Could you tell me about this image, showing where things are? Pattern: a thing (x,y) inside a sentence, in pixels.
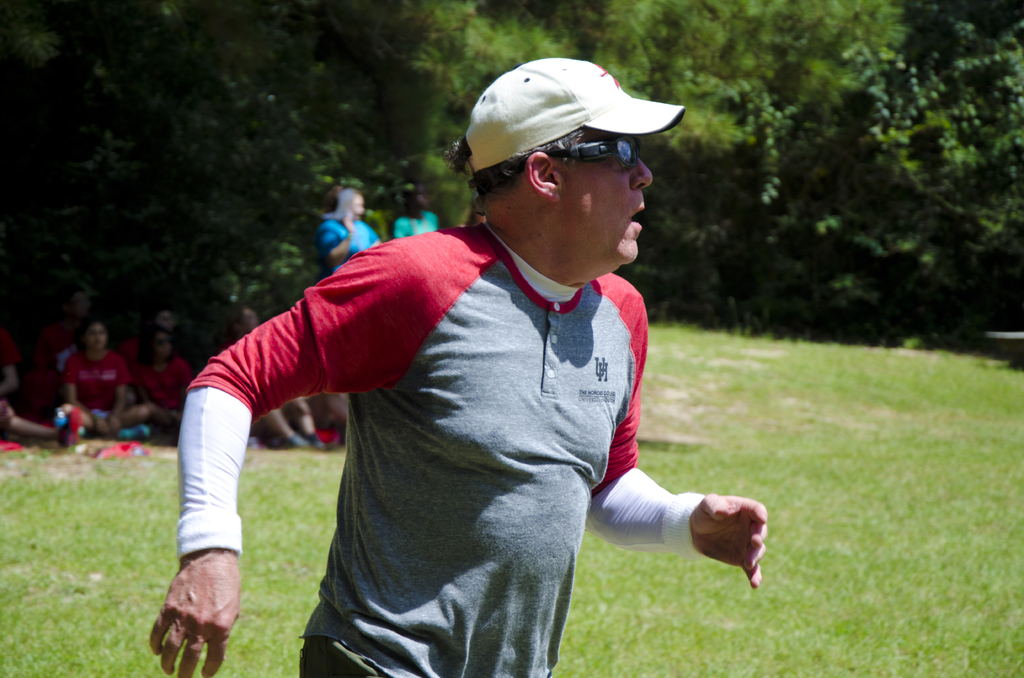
In the middle of the image (469,338) there is a man (538,523) with grey and red t-shirt (538,317) and with a cap (595,98), goggles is standing on the ground (924,474). On the ground (910,440) there is a grass (902,424). Behind the man (445,658) to the left side of the image (50,412) there are few people (110,366) standing on the ground (303,455). In the background (266,173) there are trees (775,294).
